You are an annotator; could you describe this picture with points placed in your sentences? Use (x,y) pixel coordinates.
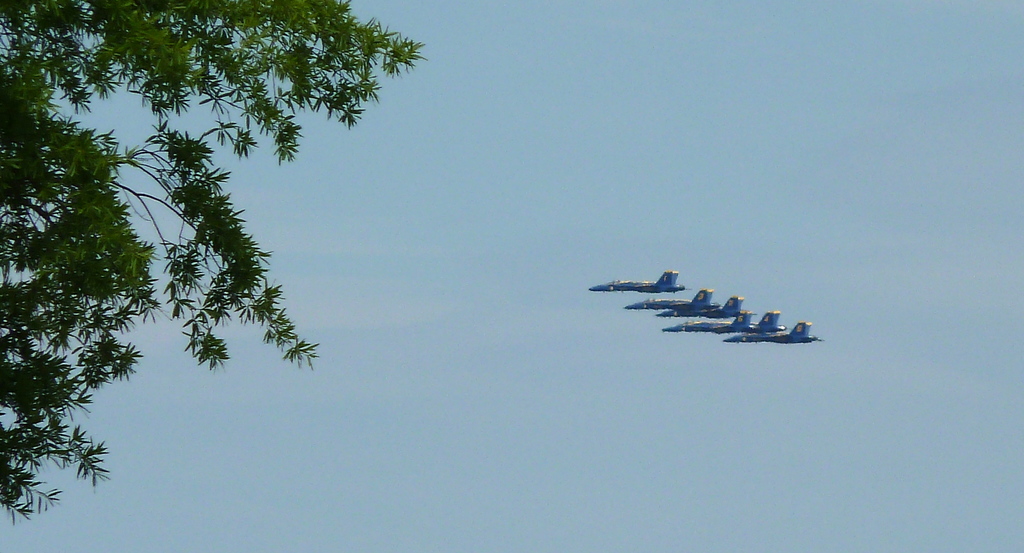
In this image there are six jets (766,340) flying in the sky (588,131), on the left (240,135) there is a tree (151,155).
